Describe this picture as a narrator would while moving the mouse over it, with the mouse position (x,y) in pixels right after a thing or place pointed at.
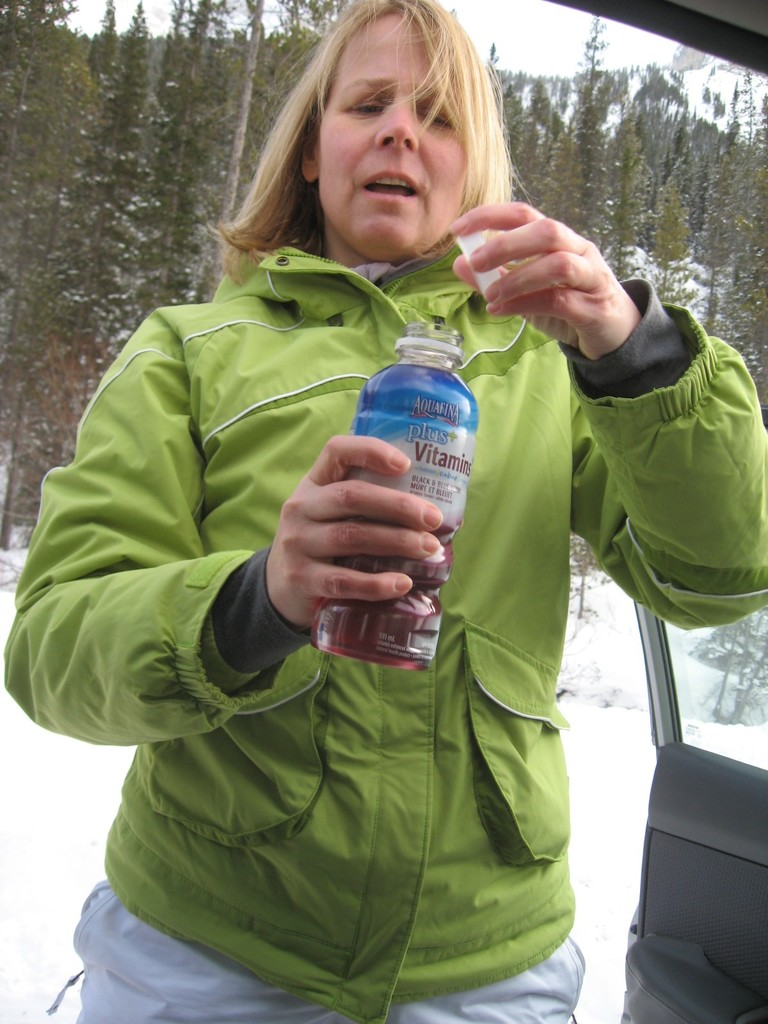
In this image I see a woman (347,303) who is holding a bottle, In the background (6,454) I see the snow (629,94) and the trees (727,139).
